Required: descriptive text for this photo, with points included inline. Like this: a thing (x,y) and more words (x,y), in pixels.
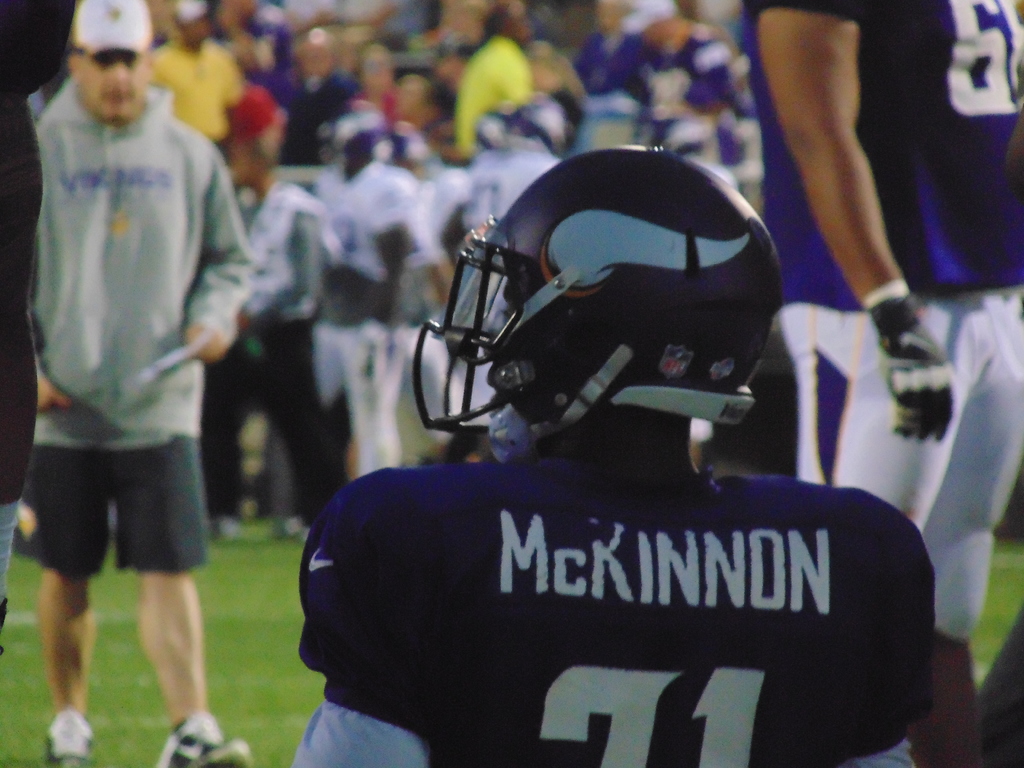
In this image we can see a person (637,435) sitting and wearing a helmet (534,385). And we can see the grass (210,638). And we can see the surrounding people (803,287).
